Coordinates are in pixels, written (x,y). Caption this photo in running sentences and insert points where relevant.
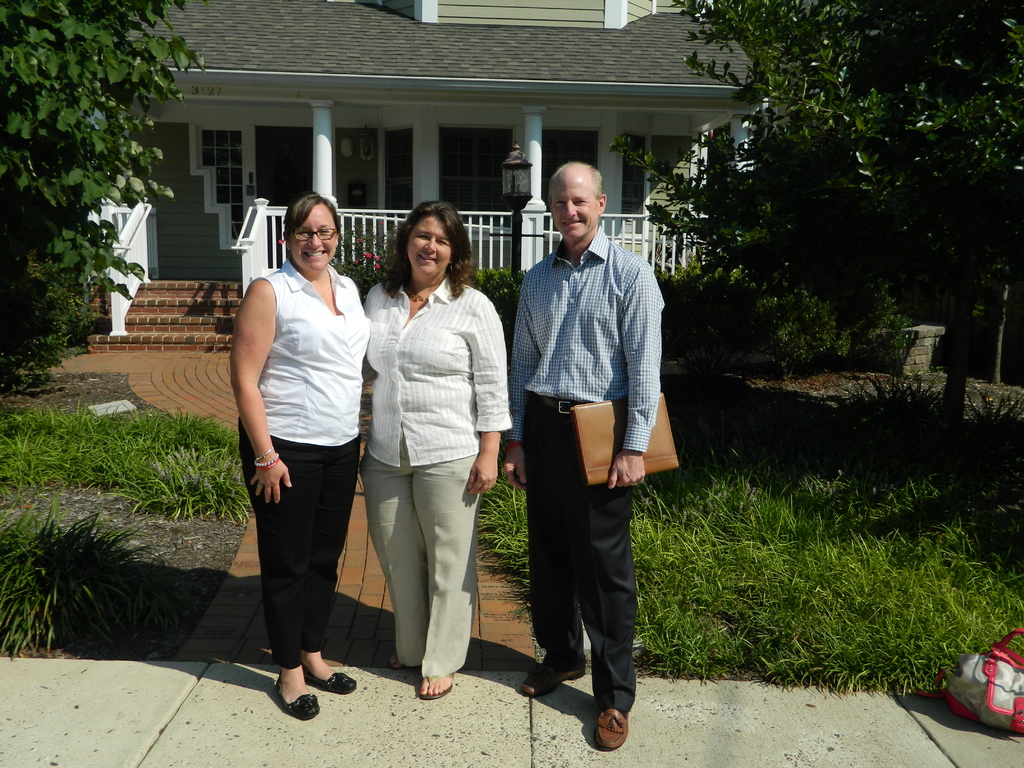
There are three persons (466,404) standing. Person (546,351) on the right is holding something in the hand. On the ground (234,508) there is grass (752,584). In the back (656,43) there is a building (368,65) with windows (231,157), pillars (323,122) and steps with railings (260,262). Also there is a light pole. On the sides there are trees (859,263).
